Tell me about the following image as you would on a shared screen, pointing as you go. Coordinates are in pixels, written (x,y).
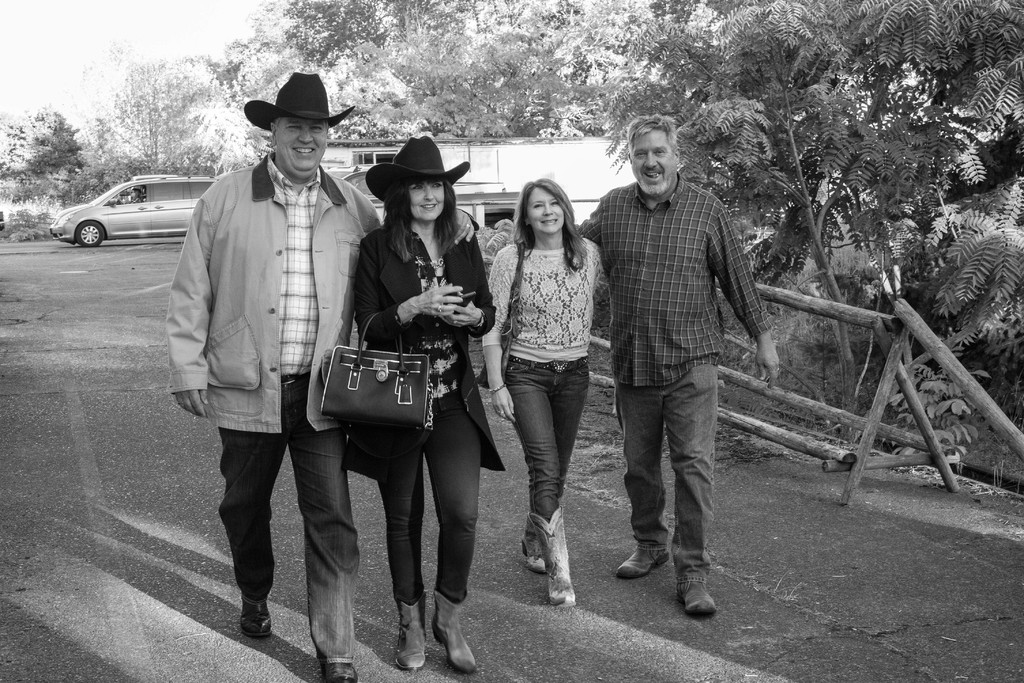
In this black and white picture there are four people (506,291) standing. The man (337,209) and woman (399,235) to the left corner (309,94) are wearing hats (293,93). The woman (412,161) with him is wearing a handbag (389,389) and they all are smiling. In the background (136,222) there is a car (149,225), sky (80,83), trees (340,50) and a building (530,156).
